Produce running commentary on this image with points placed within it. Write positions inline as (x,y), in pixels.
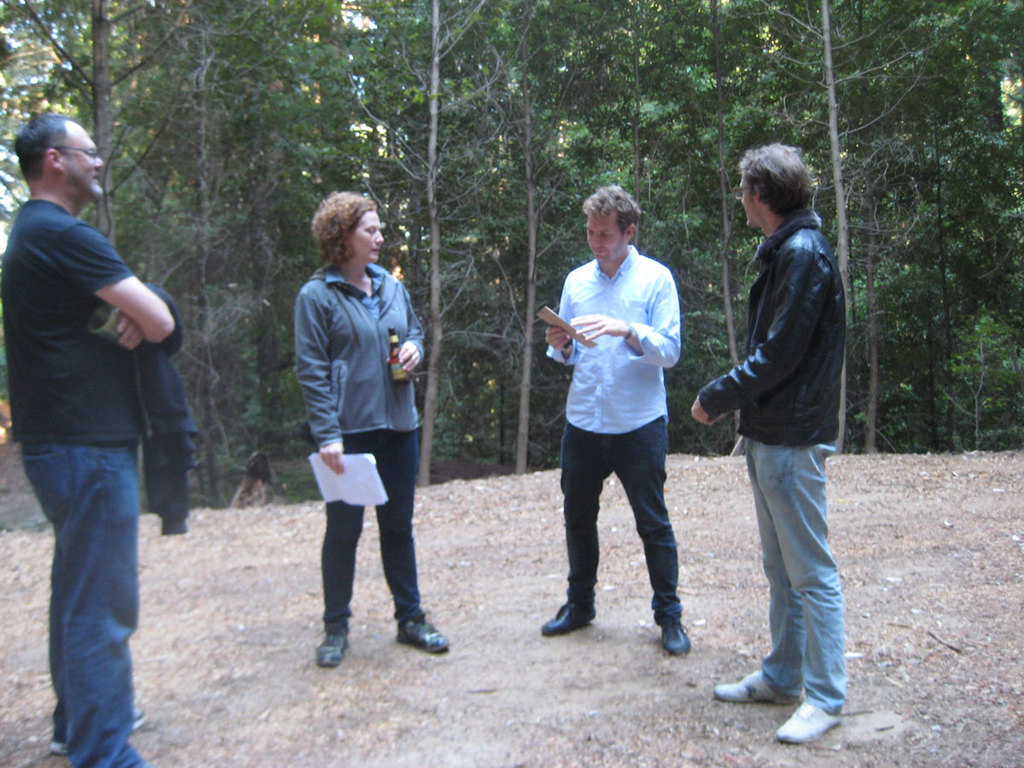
In this picture I can see few people (336,447) standing and I can see a woman (366,399) holding a beer bottle (394,333) in one hand (412,363) and papers (354,499) in another hand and I can see another man (623,334) holding paper (572,334) in his hand (605,330) and I can see trees (553,92) in the back (553,92).
